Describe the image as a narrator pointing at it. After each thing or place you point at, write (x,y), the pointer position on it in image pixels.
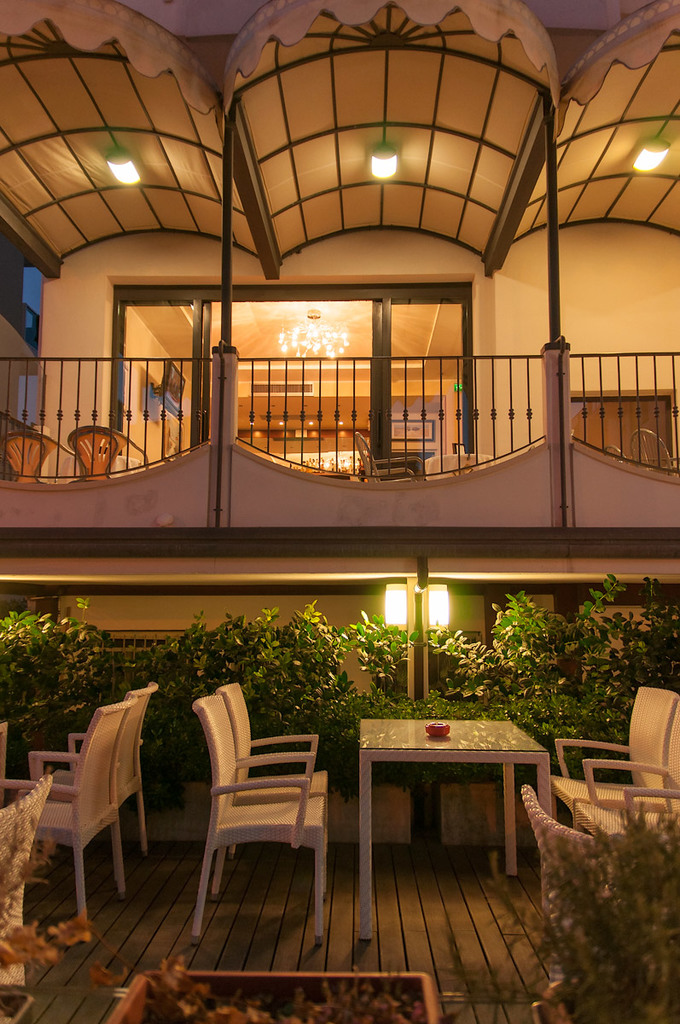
In this image in the front (627,947) there is a plant (618,941) and in the center (246,639) there is table (382,733), there are chairs (250,794) and there are plants (518,675). In the background (355,445) there is a house (253,292) and there are lights (653,150) on the top of the tents (567,140) and there is a railing (114,375) and there is a door (207,364) and there are two chairs (24,453).
